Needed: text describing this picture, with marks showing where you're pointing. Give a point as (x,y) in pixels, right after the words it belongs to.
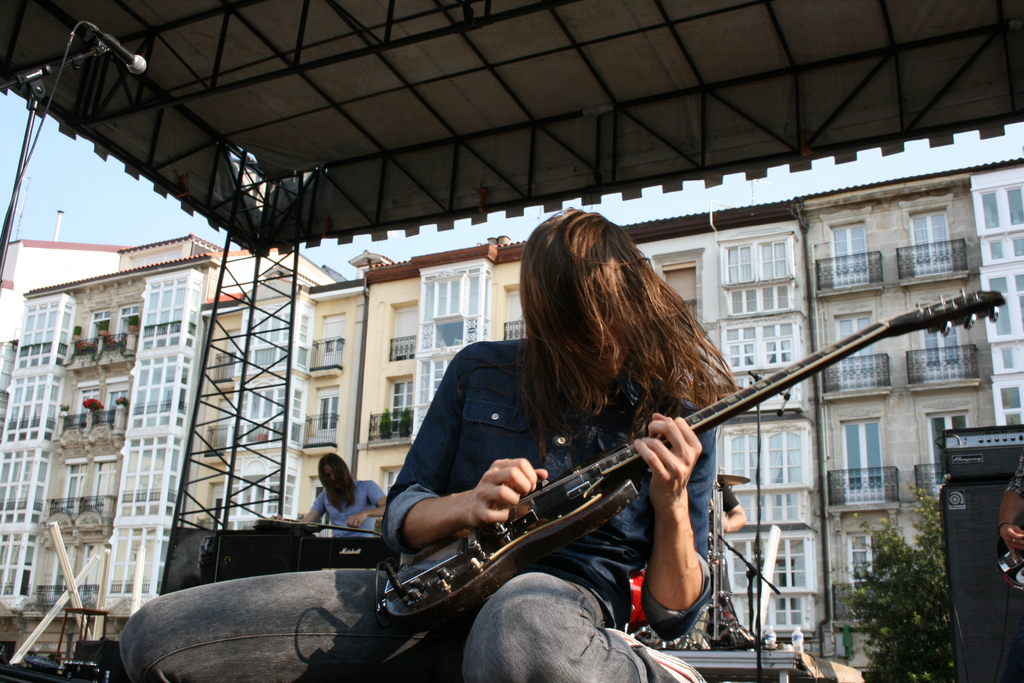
In this image i can see a person (588,543) sitting and holding a guitar (496,550) in his hands (506,495). In the background (385,333) i can see a building (334,333), the sky (118,217) and another person (351,508) standing.
